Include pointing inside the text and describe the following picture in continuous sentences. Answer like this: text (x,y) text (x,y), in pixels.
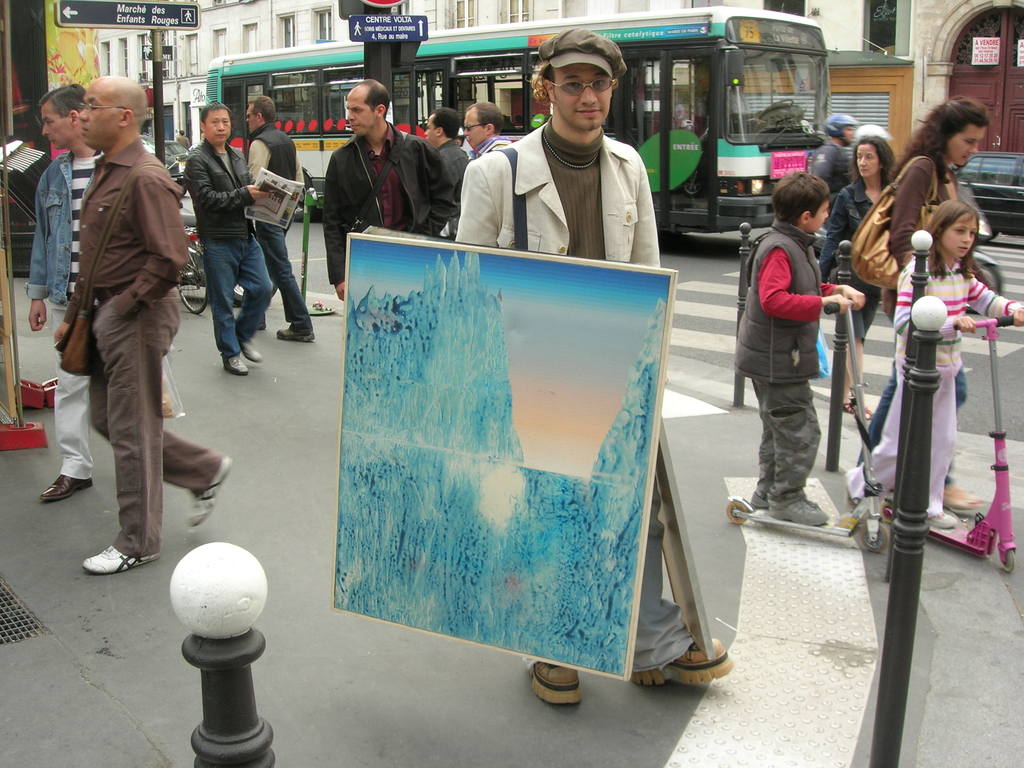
In the image there is a man (564,182) standing and holding a board (400,397) and around him there are many other people (815,213), on the right side (784,347) there are two kids (968,322) and they are moving on a skating board vehicle (874,480) and behind them there is a bus (712,112) on the road (698,279), around the bus (312,60) there are many caution boards (379,28) and behind the bus (336,68) there is a huge building (290,10).
